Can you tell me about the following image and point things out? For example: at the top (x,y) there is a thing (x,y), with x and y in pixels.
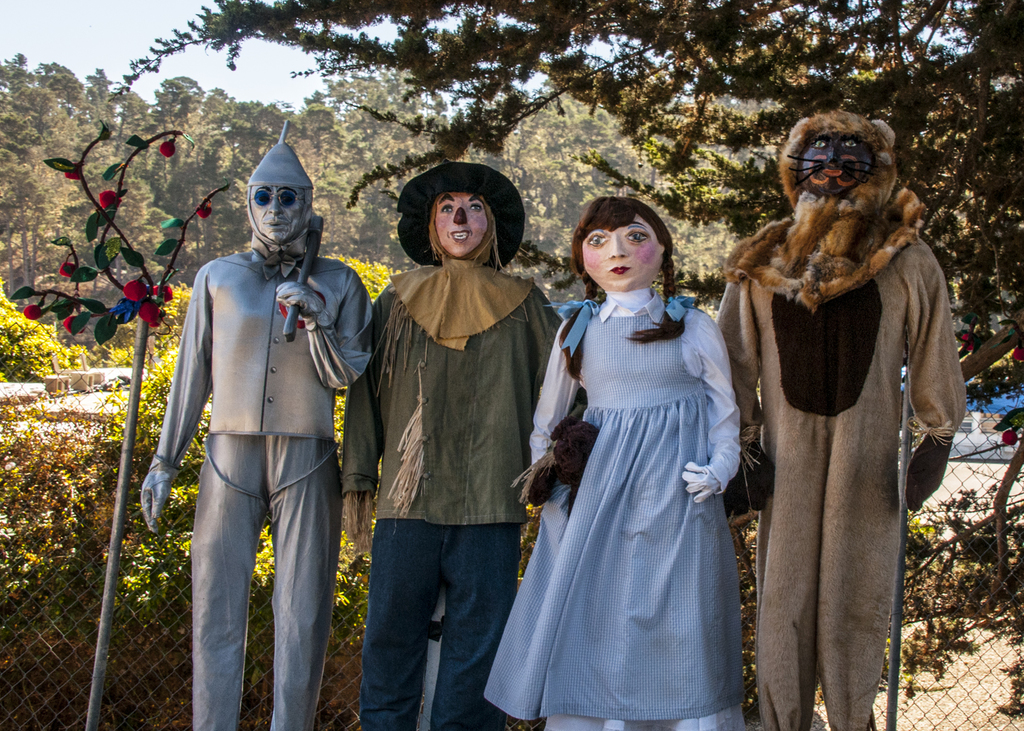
There are statues (531,435) present at the bottom of this image (471,538). We can see trees (147,264) in the background (64,250) and the sky (267,62) is at the top of this image (245,52).
